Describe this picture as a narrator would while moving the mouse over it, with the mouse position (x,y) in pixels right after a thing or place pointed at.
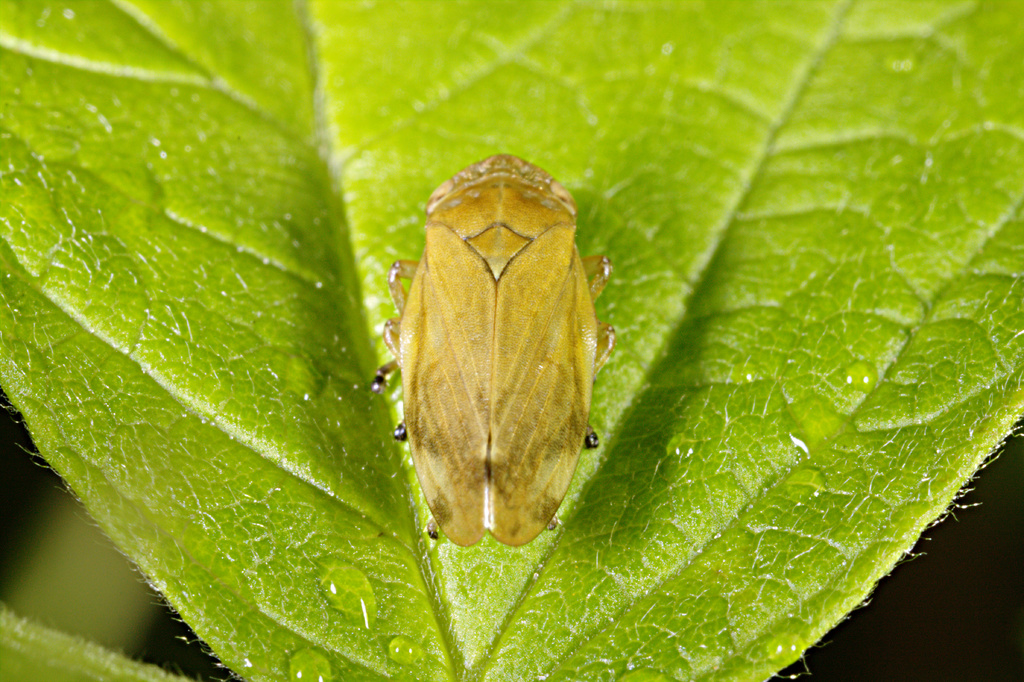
In this image I can see an insect (441,339) on the leaf (239,426). I can see an insect (506,499) is in brown color. And there is a blurred background (988,633).
